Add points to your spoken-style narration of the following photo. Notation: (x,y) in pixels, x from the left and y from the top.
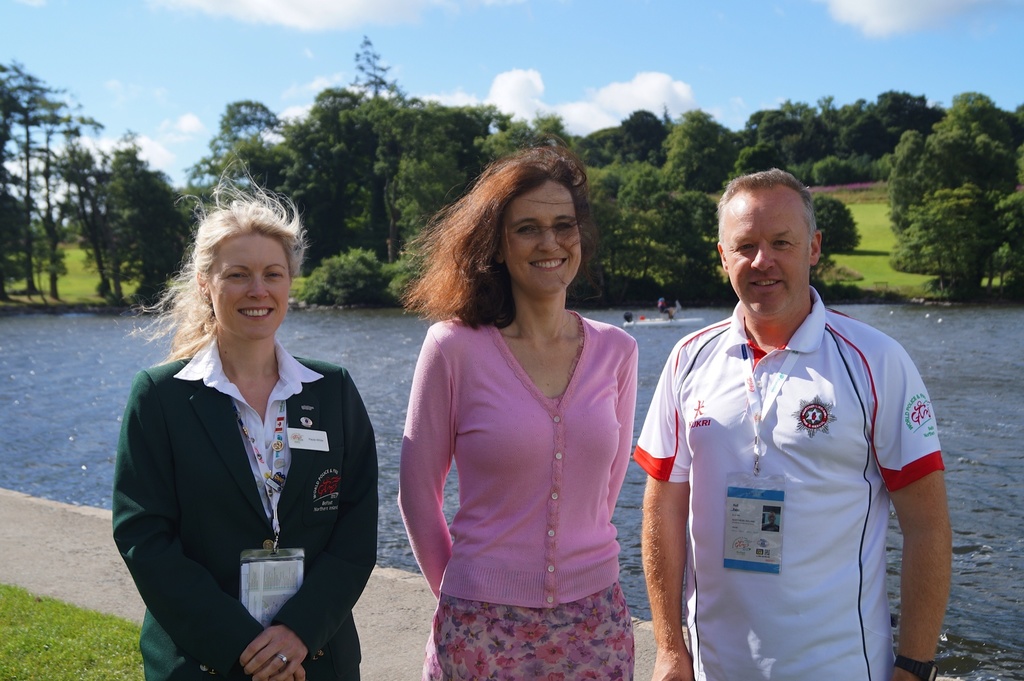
In this image on the right (869,428) there is a man (794,426), he wears a t shirt (797,496), tag (756,508). In the middle (552,311) there is a woman (557,413), she wears a sweater (557,413). On the left (290,589) there is a woman (219,358), she wears a suit (237,470), shirt (267,479), tag (275,573), she is smiling. At the bottom (48,636) there is grass (55,652). In the background (914,276) there are trees (394,300), water (308,316), boat (633,326), grass (872,266), sky (460,51) and clouds (657,86).
